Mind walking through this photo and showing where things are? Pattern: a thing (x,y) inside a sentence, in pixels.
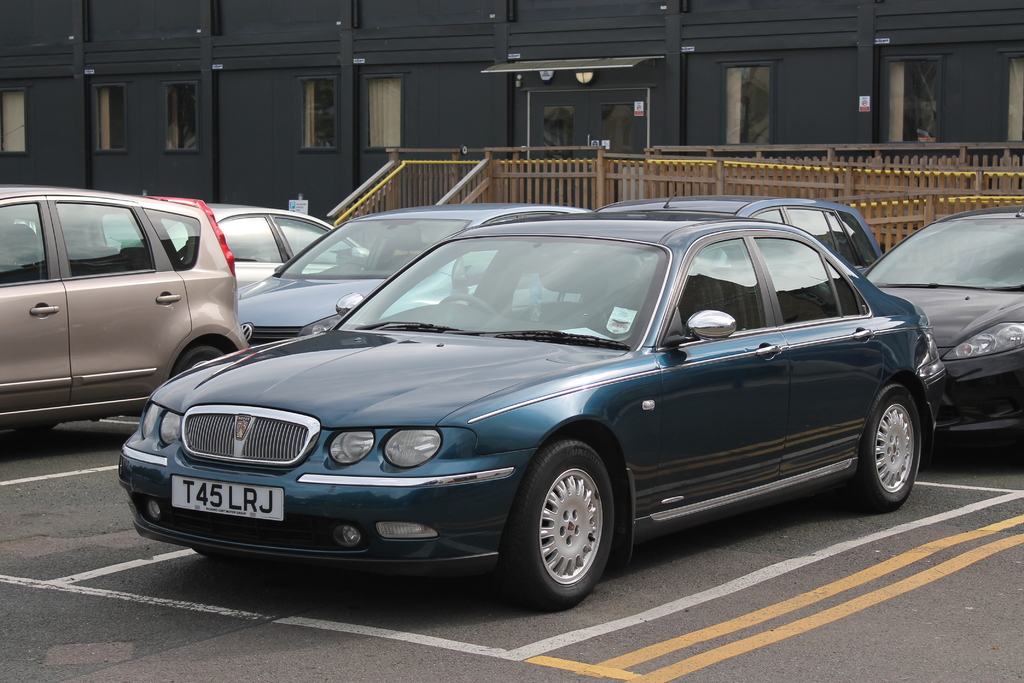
In this image in front (1018,403) there are cars (402,393) parked on the road (734,609). Behind the cars (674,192) there is a wooden fence (902,173). In the background of the image (603,96) there is a building (599,61).
